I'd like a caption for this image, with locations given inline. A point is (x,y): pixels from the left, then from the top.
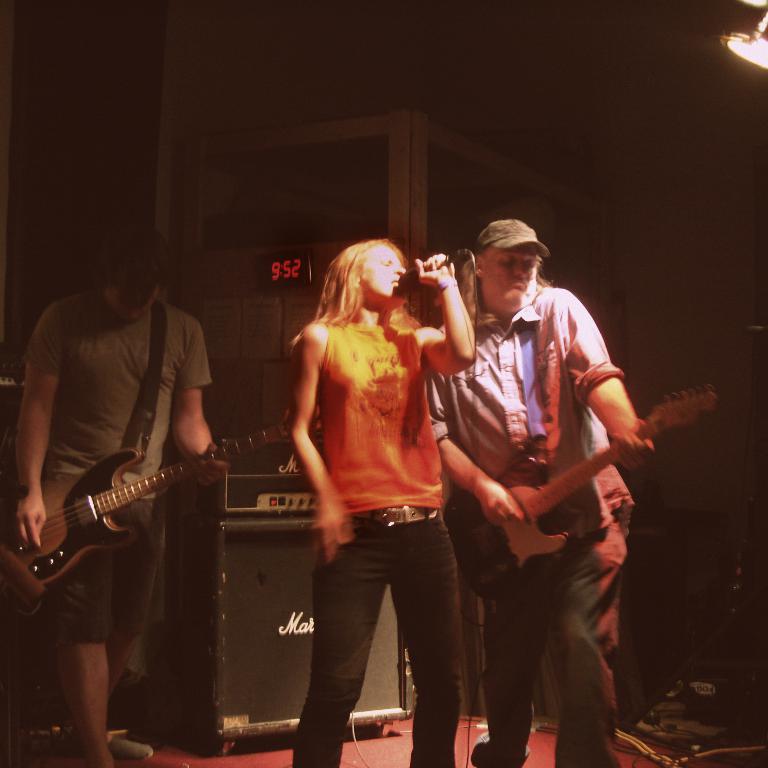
There are three members (88,399) in this picture. Two of them were men (505,406) who are playing guitars (105,484) in their hands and the another one is woman (380,419) who is singing with a mic (400,286) in her hand (442,267). In the background (99,121) there is a wall (150,152).
